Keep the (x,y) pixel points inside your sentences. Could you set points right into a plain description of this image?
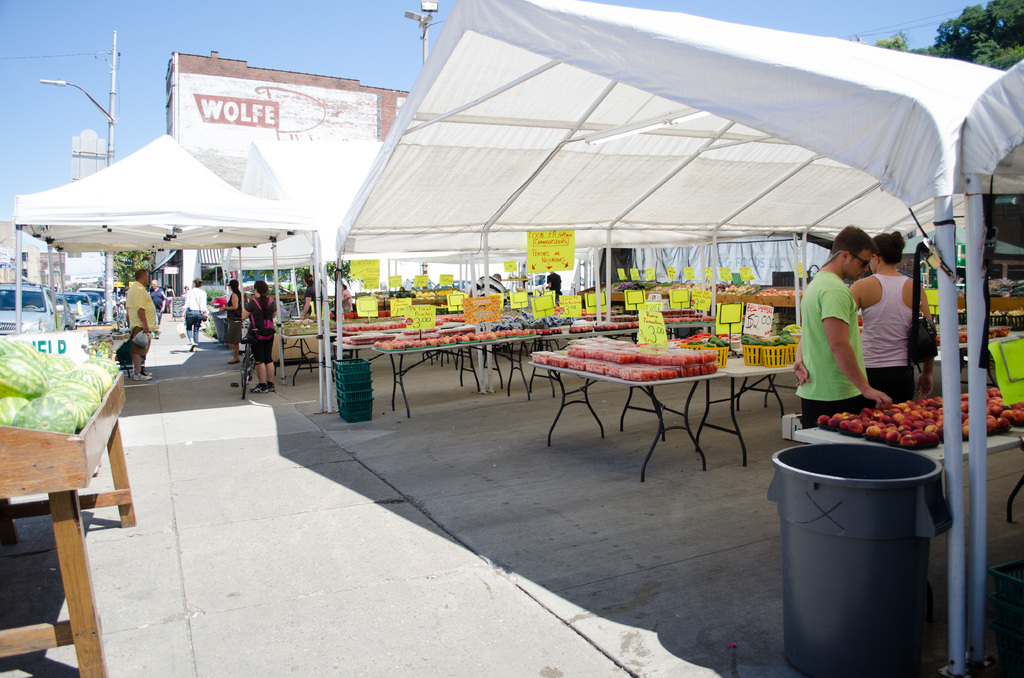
This looks like a market area (454,270), under the tent (380,244) there is a table (563,397) on which fruits (570,321) and vegetables (618,356) are there. On the left (80,307) we can see building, street light (70,83), pole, vehicles (47,302) and few people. On the right (863,573) there is a tree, sky (856,9) and dustbin (823,505).
